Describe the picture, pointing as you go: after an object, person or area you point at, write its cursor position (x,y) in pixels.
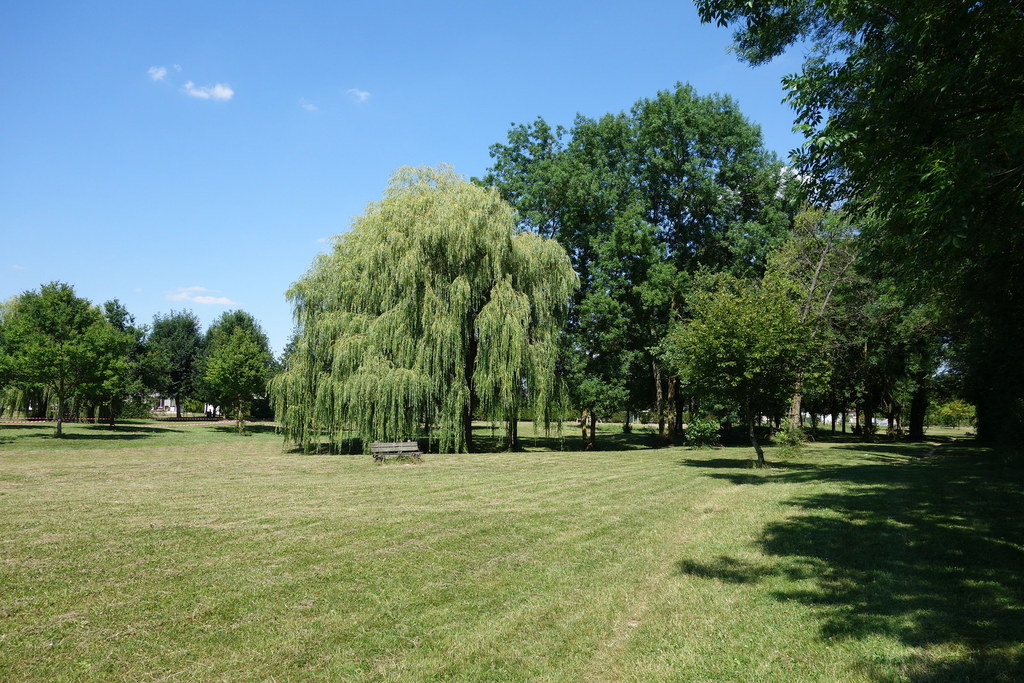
In this picture I can observe some grass (344,530) on the ground (448,545). In the background (475,373) there are trees (545,278) and sky (243,183).
